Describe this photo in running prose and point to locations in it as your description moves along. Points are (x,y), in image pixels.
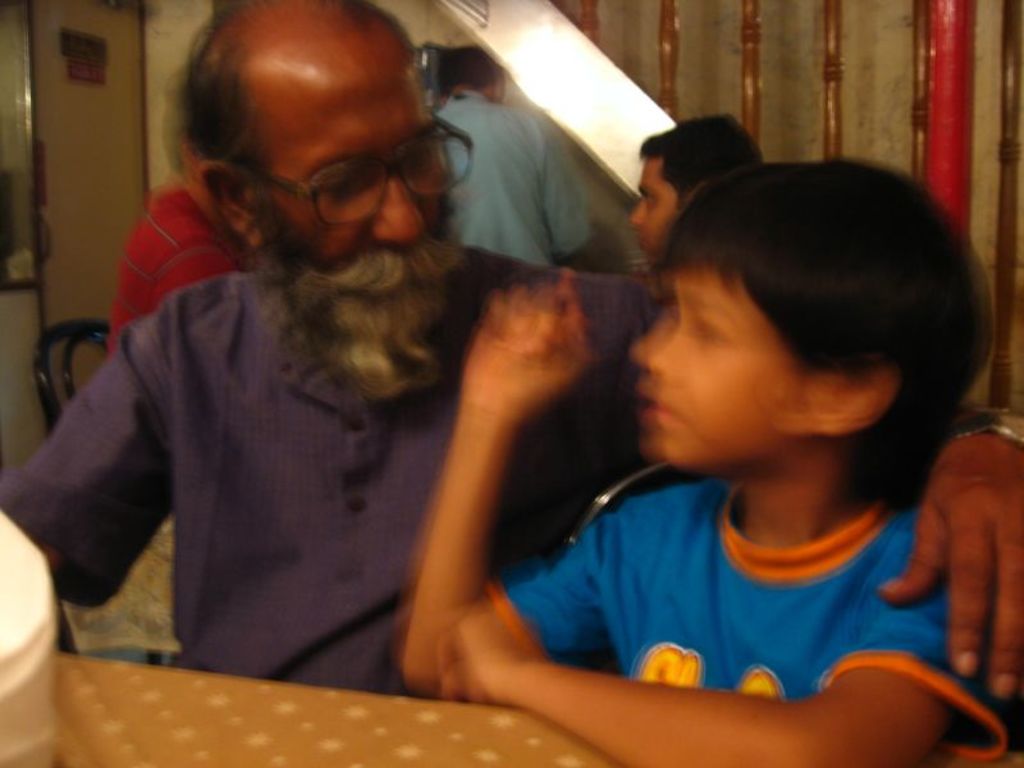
In this image I can see a person (342,178) wearing violet colored shirt (339,475) and a boy (636,587) wearing blue and orange colored t shirt (725,591) are sitting on chairs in front of a table (288,714). In the background (170,255) I can see few other persons (513,193) standing, black colored chair (93,341), the door (91,185) and few other objects (946,57).
